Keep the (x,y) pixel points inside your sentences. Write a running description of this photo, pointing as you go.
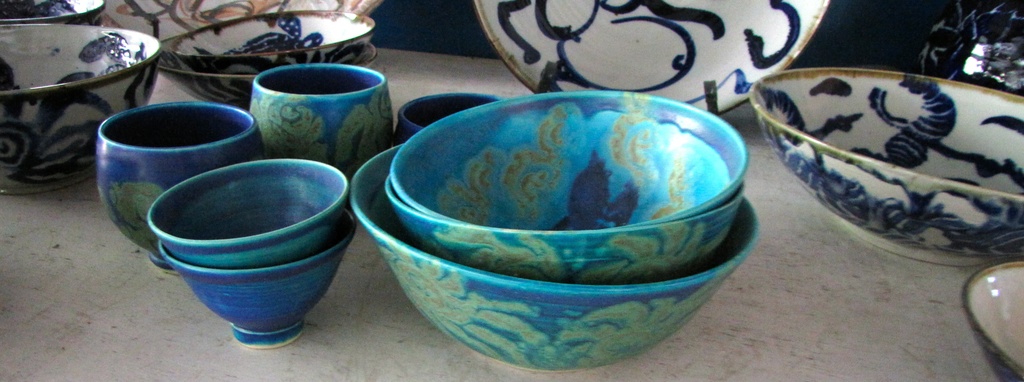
In this picture we can see bowls (870,112) and plates (359,5) on the surface (821,226).
